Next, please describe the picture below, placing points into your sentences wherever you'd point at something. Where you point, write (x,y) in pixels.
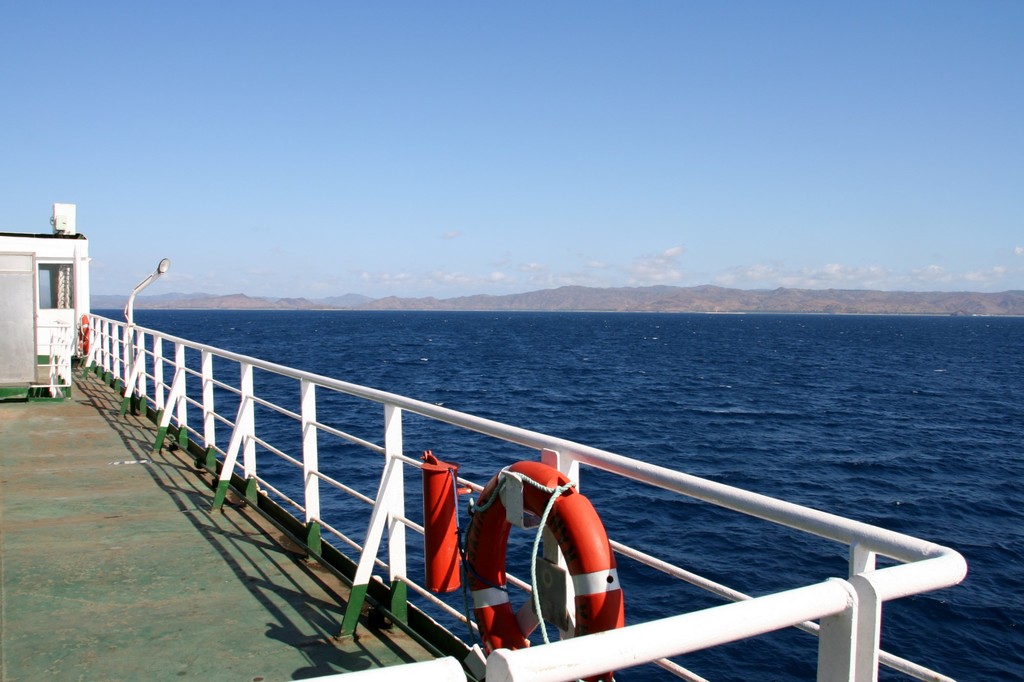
In this picture we can see a platform (116,580), beside this platform (186,618) we can see a fence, swim tube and some objects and in the background (780,393) we can see water (615,410), mountains (735,305), sky (719,128).
